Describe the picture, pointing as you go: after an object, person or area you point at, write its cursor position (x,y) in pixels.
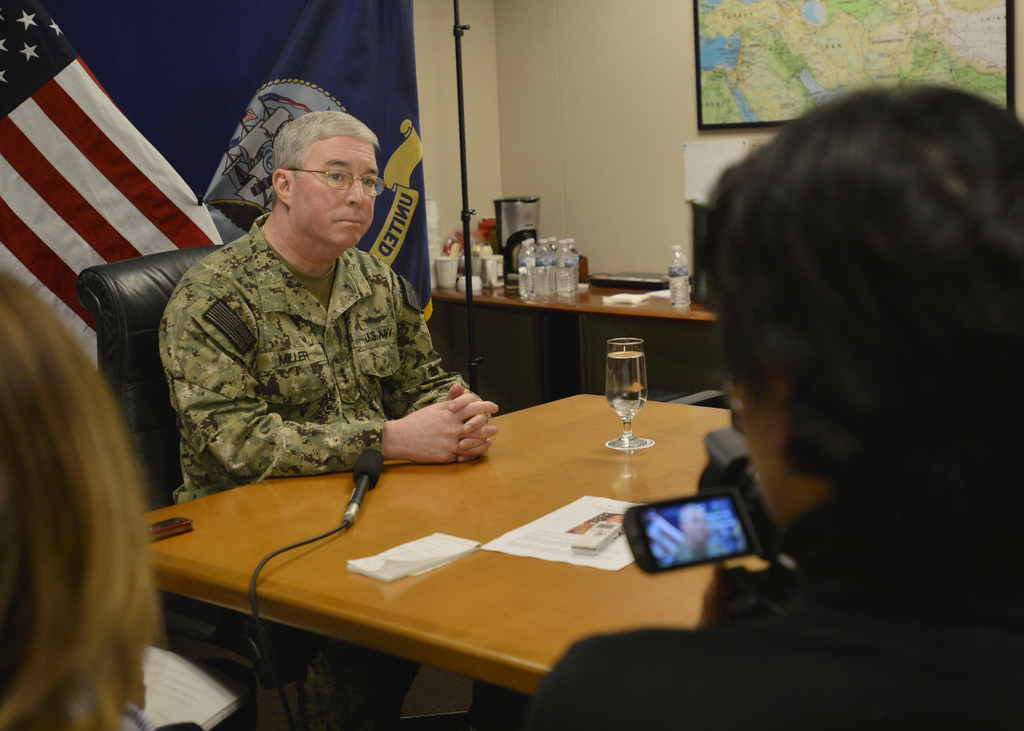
This man (271,354) is sitting on a chair (155,326). In-front of this man (246,427) there is a table (424,627), on this table (584,613) there is a book (408,545), paper (578,519), glass of water (635,367) and mic (373,466). Backside of this man (336,404) there are flags (284,112). Map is on the wall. On that table (668,311) there are bottles (542,266), cup (438,272) and things (475,291). Front this man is holding a camera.
